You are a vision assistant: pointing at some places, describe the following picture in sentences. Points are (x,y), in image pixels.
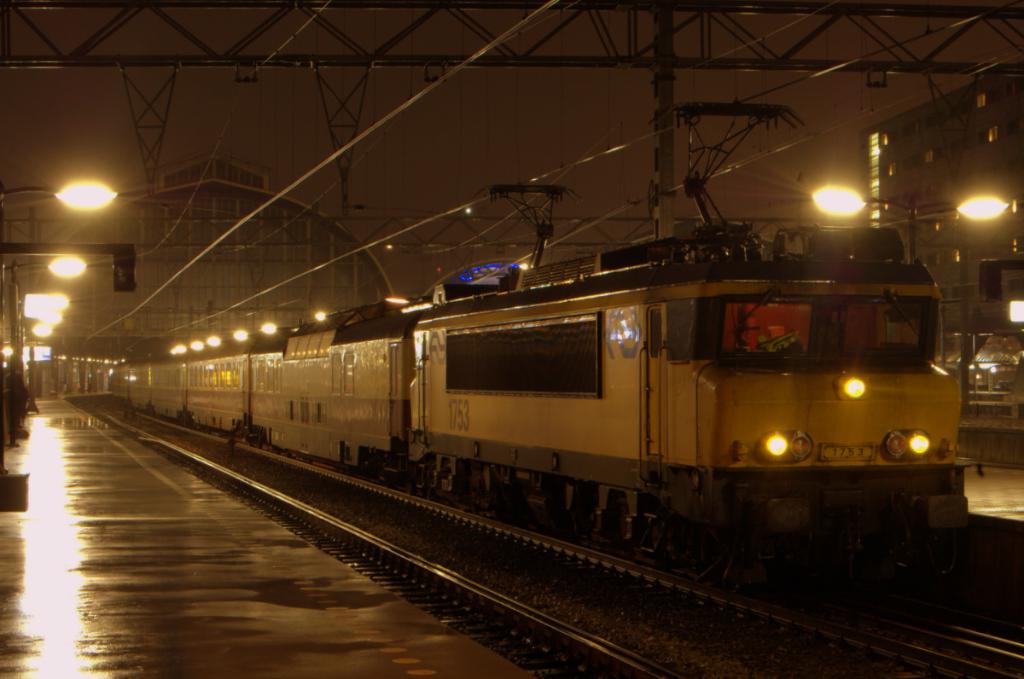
In the center of the image (625,431) there is a train (779,539) on the railway track (802,603). On both right and left side of the image (277,616) there is a platform (230,588). There are lights (63,199). On the right side of the image (915,166) there are buildings (942,169). In the background of the image (508,121) there is sky (563,104).
